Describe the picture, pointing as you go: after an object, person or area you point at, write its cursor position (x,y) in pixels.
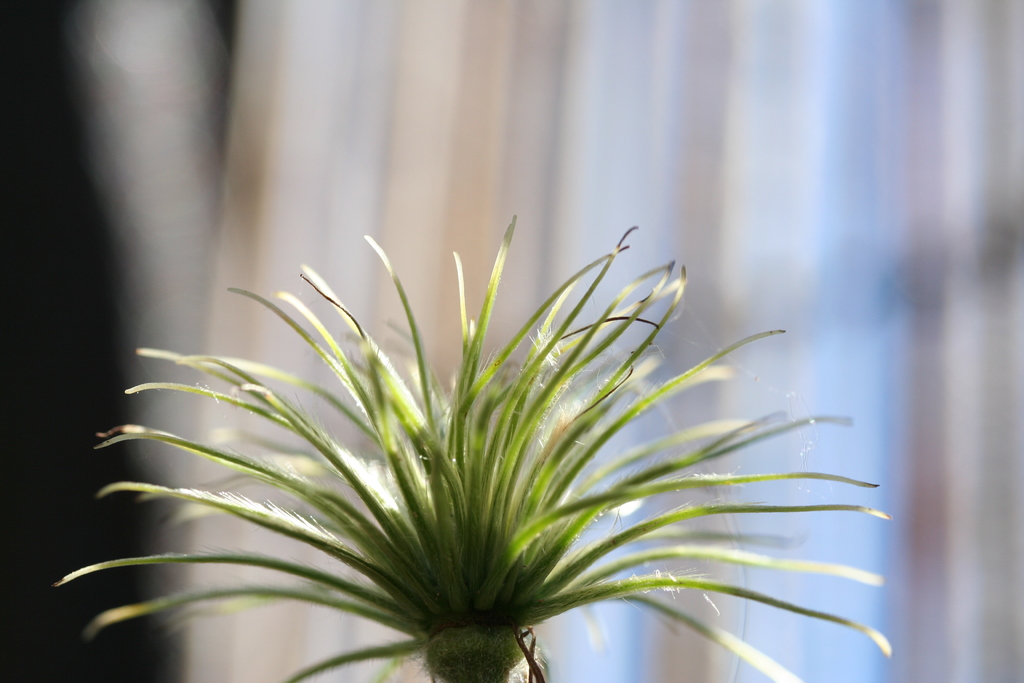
In this picture we can see a plant (456,492), we can see a blurry background (664,139) here.
